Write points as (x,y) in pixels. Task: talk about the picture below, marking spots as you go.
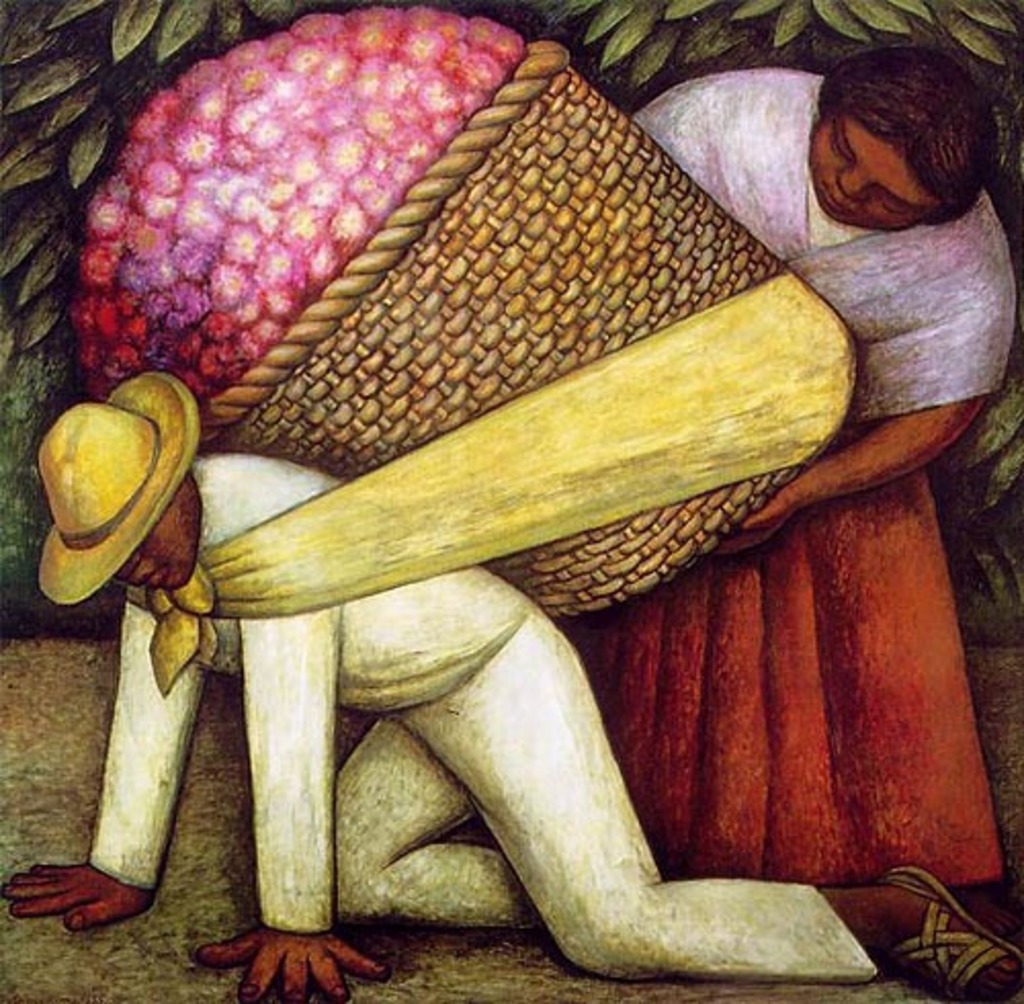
In this image I can see a painting (395,827) of two persons (456,756). One person (428,598) is carrying a bag (428,369), the other person (891,690) is holding it. In the background (632,94) few leaves (611,46) are visible.
